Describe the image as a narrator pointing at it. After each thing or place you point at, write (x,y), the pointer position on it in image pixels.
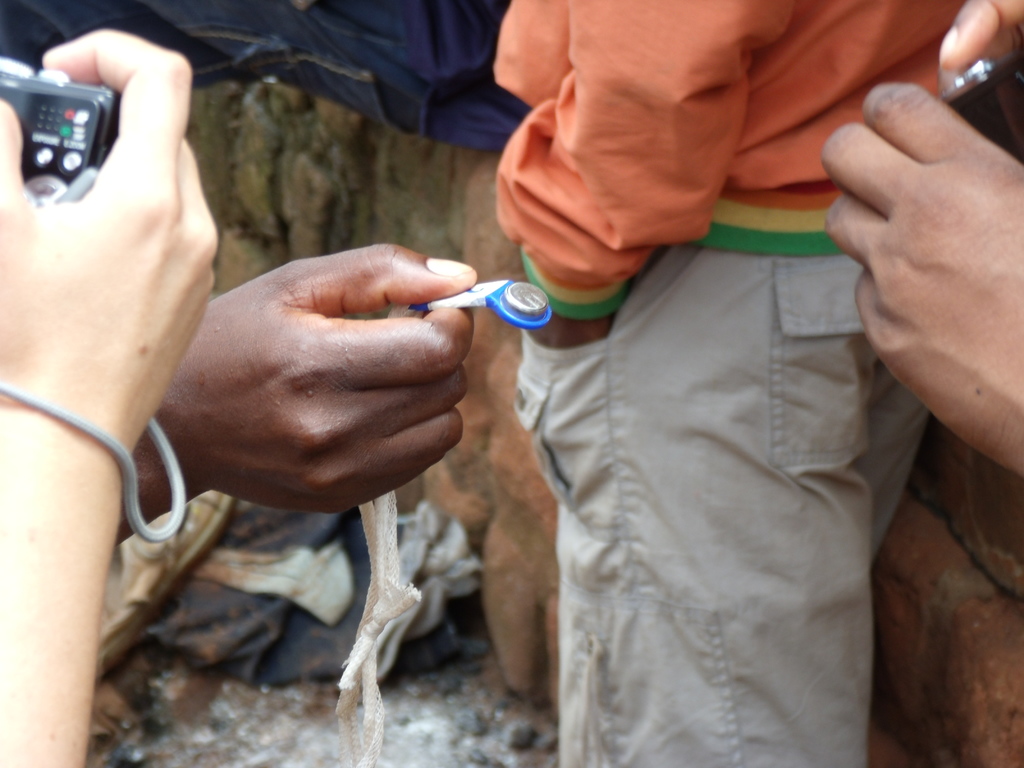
In this image, on the right (934,292) and on the left (132,243), there are persons hands (921,176) holding cameras (77,138) and in the center of the image (400,374), there is an another person's hand (380,366) holding an object (479,295). In the background (677,241), we can see a person (679,432) standing.
